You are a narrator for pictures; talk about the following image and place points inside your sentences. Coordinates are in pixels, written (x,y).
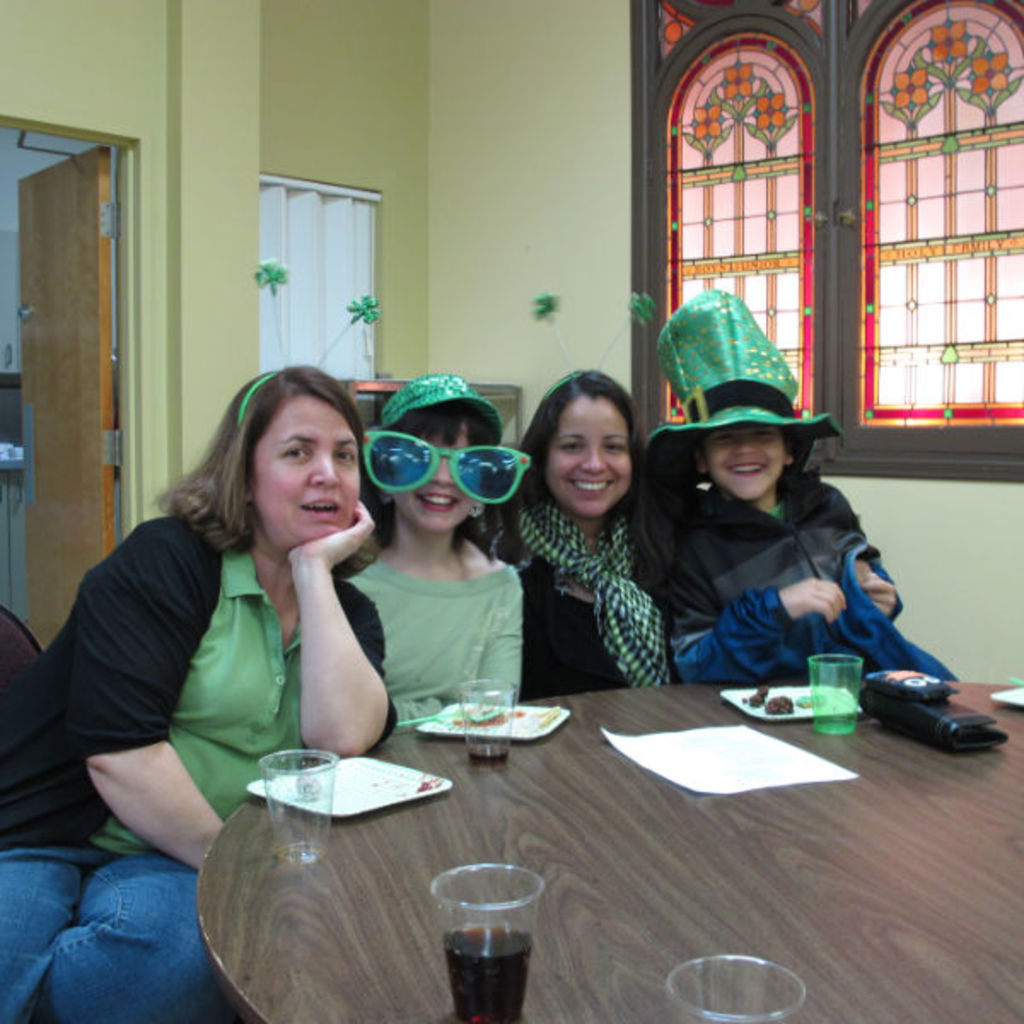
This is inside view picture of a house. On the background (515,225) we can see a wall (388,183), window (865,236) and a door (92,410). This picture is mainly highlighted with four persons (512,555) sitting on a chair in front of a table (855,846) and we can see drinking glasses (498,737), plates (748,712) and some food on the table (824,737). This is a purse (926,709) and a mobile (925,690).
